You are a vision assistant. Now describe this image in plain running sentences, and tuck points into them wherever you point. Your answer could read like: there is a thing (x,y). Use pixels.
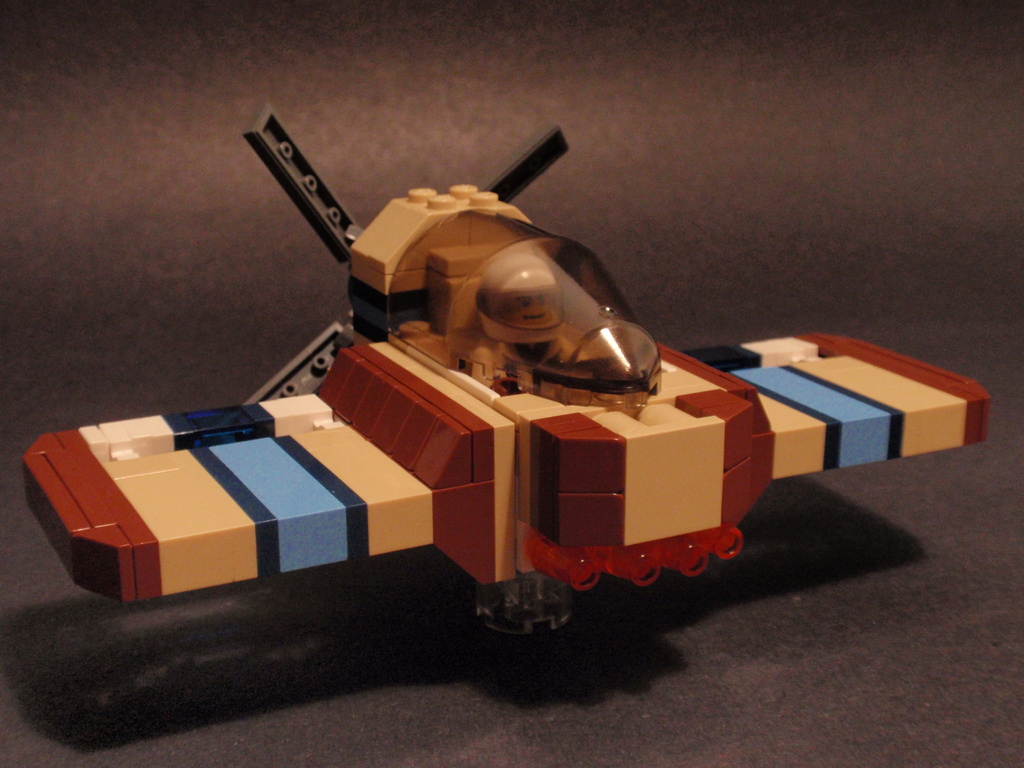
In this picture I can see a toy (54,434) on an object (230,734).
